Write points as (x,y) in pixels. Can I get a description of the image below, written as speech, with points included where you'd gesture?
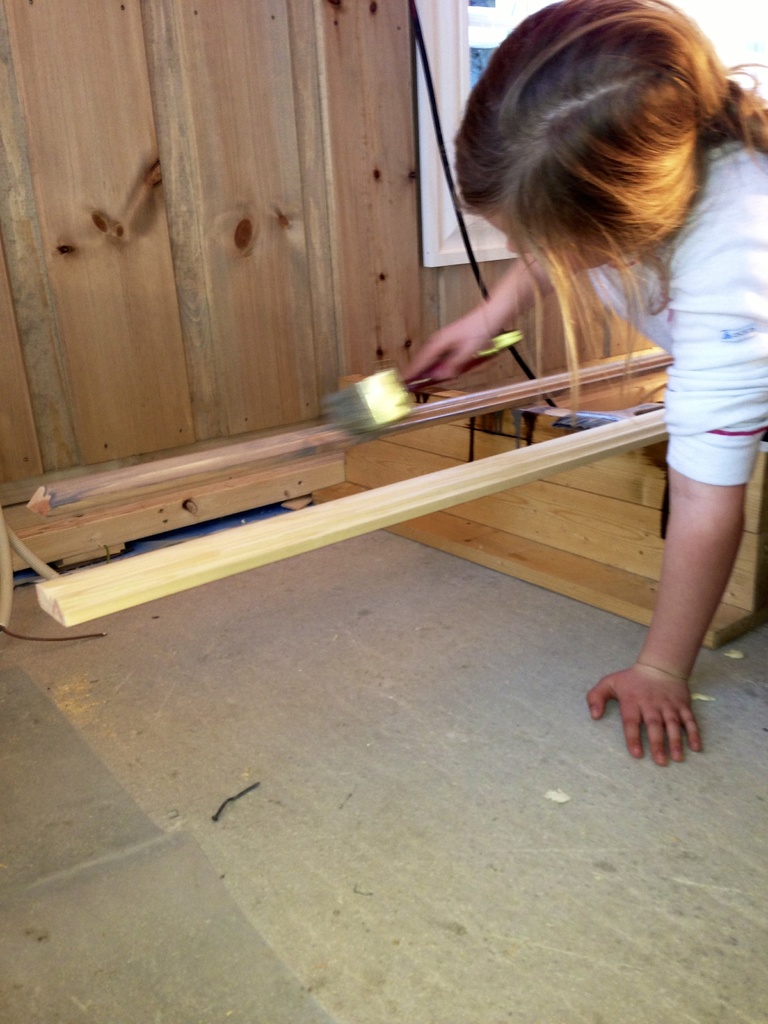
In this image I can see a girl (645,285) and I can see she is wearing white dress (716,360). I can also see she is holding a brush (360,402).
